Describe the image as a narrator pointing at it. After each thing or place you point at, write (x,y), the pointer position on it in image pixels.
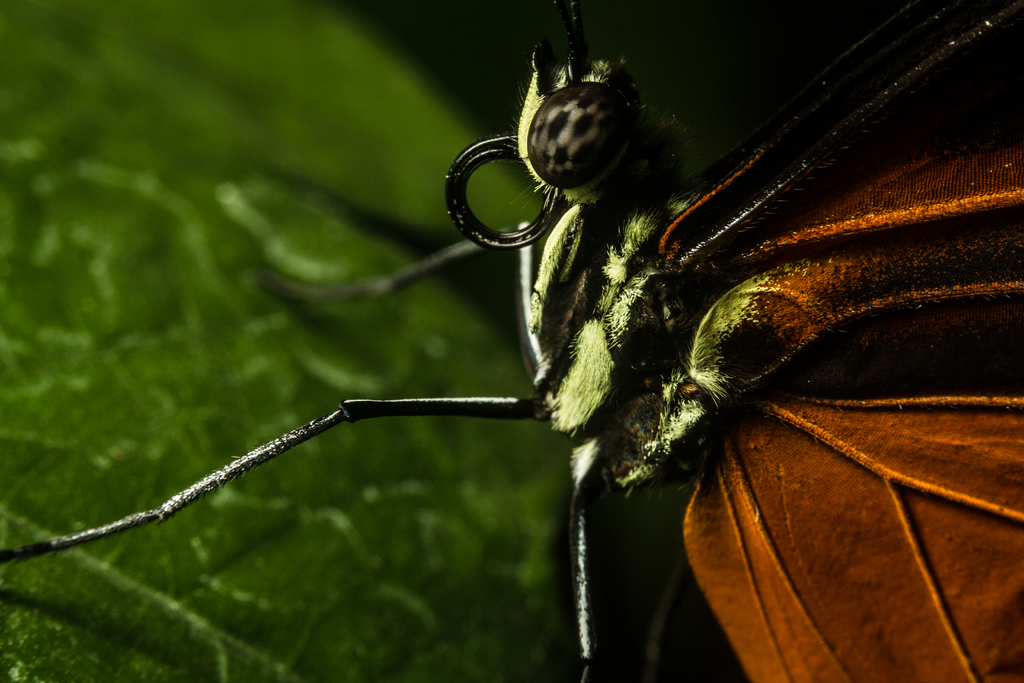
In this picture it looks like the upper body (468,164) of an insect (569,367) on a green leaf (294,299).
